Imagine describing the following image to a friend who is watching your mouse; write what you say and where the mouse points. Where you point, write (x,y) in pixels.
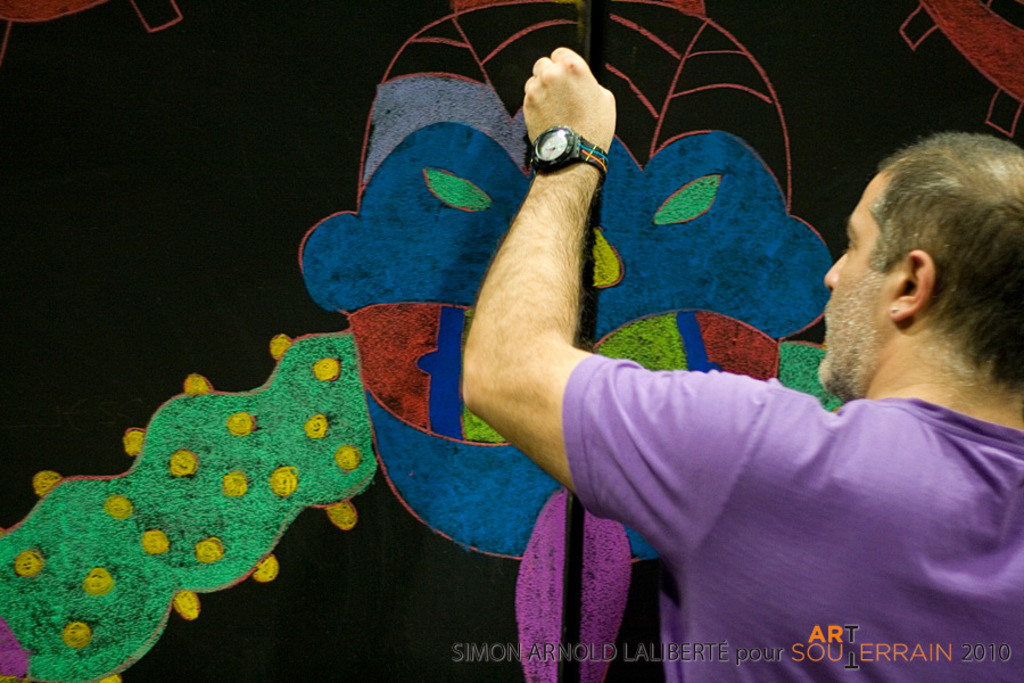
In this image we can see a man (911,312) drawing on the board (316,158).
